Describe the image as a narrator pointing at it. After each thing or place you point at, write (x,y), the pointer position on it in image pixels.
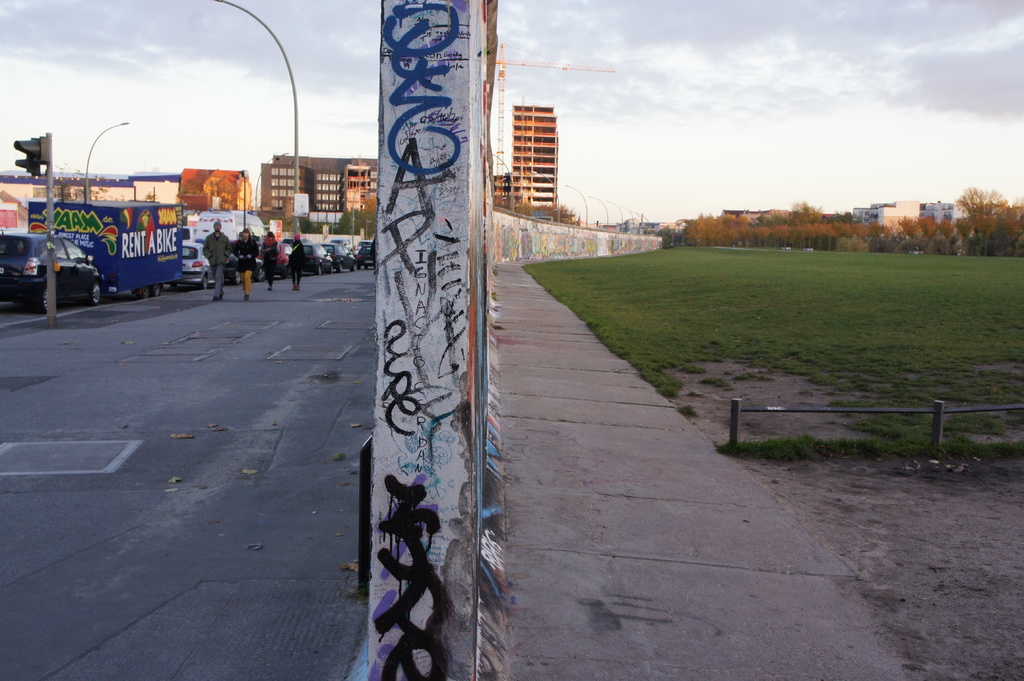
In this image, I can see a compound wall (579,240). On the left side of the image (217,285), there are group of people (217,285) walking on a pathway (177,346), vehicles (159,243) on the road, traffic light (42,143) to a pole (55,261), street lights (297,143), tower crane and buildings (357,181). On the right side of the image (753,315), there is grass (811,271) and trees (901,222). In the background (648,195), I can see the sky (347,67).
